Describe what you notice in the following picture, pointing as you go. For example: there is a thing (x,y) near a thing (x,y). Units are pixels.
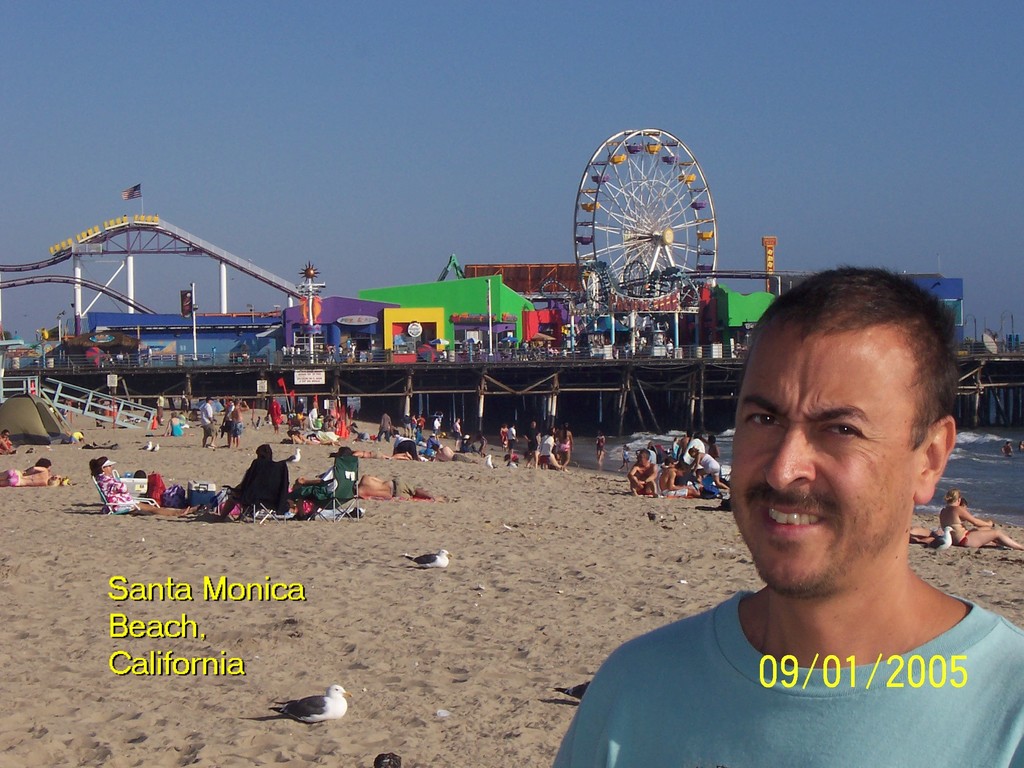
In this picture I can see a man (594,734) standing in front (848,686) and I see that he is wearing a t-shirt (750,706). In the middle of this picture (411,434), I can see the sand (379,571) on which there are number of people (409,490), few birds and other things (702,479). I can also see the water (967,479). In the background (64,276) I can see the amusement park rides (250,268) and I can see the sky (659,124).
